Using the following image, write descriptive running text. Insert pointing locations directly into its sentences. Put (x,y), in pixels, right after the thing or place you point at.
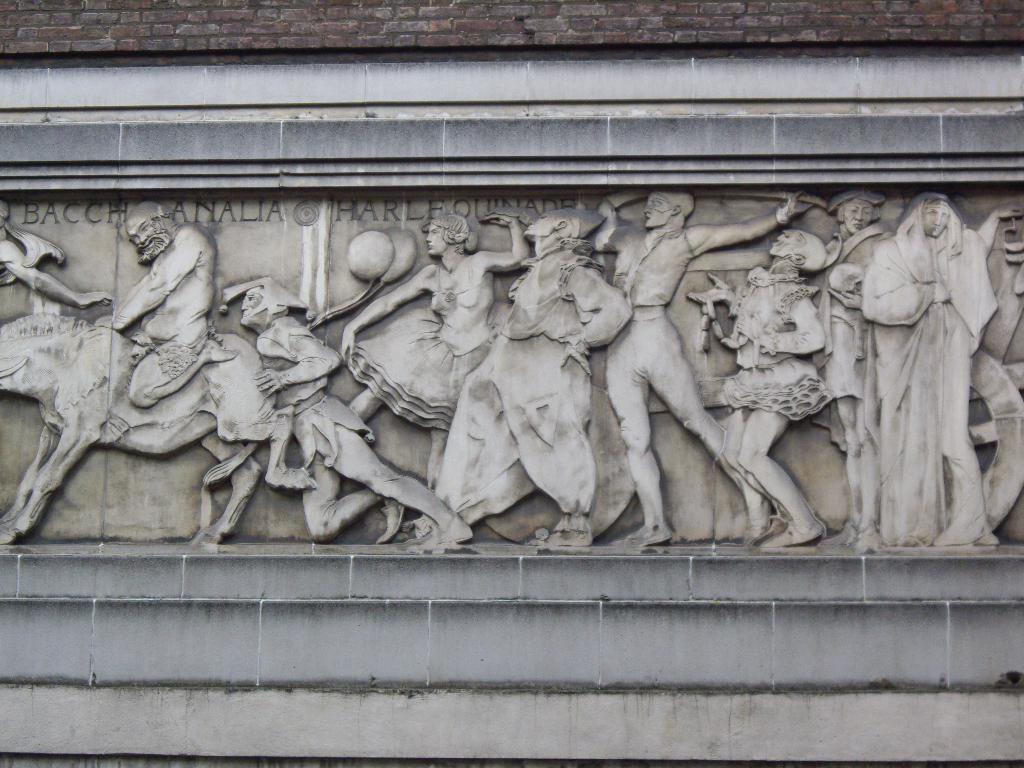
In this image, I can see the words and sculptures (294,323) of people (769,358) and an animal (176,449) on the wall (708,200).
